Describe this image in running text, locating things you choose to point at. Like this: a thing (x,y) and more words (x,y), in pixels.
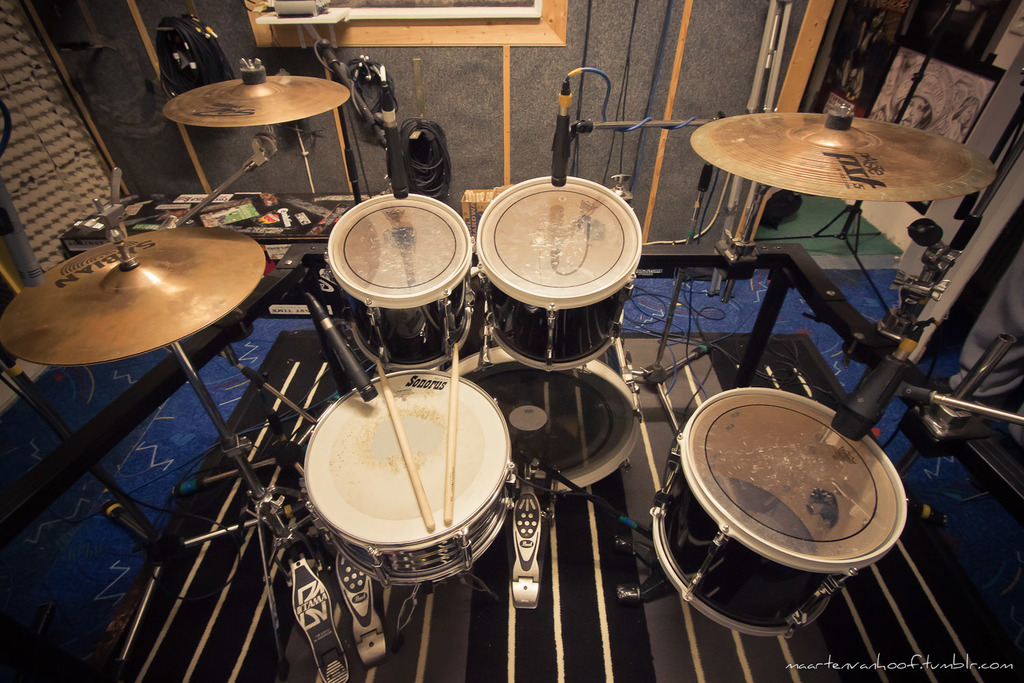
In the image I can see some drums (695,481) and other musical instruments (828,158).
